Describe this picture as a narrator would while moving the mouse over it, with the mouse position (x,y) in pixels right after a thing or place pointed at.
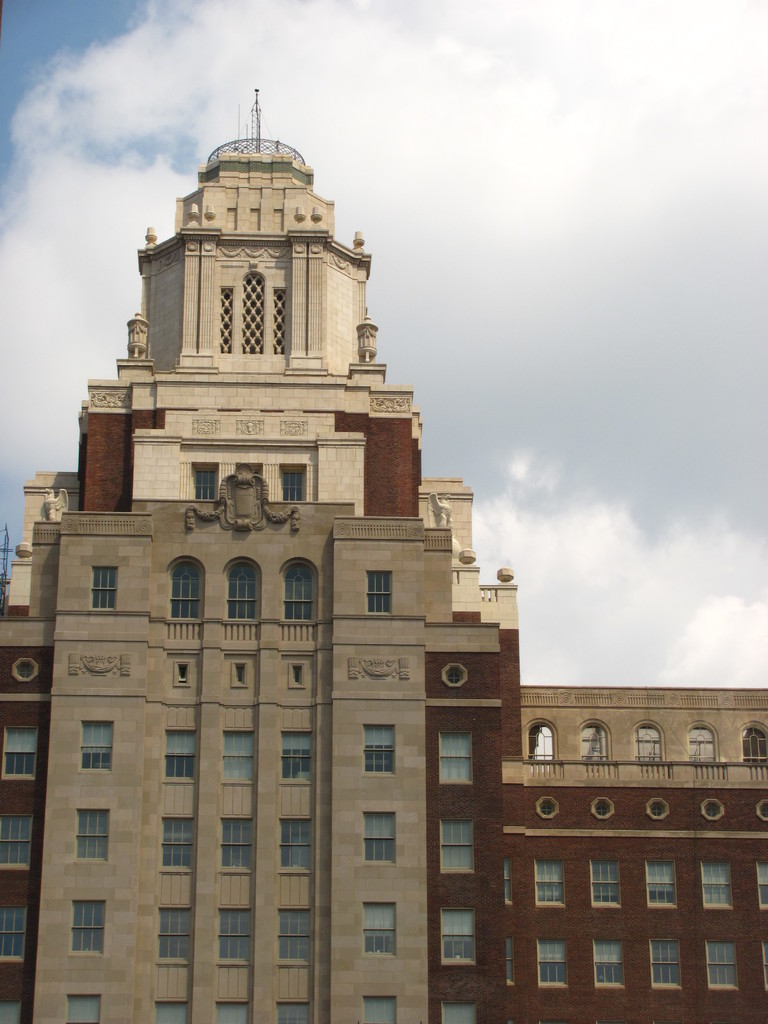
In the image there is a huge building (350,618), it has a lot of windows (281,743) and there are some carvings (256,524) to the walls (196,407) of the building (259,386).
